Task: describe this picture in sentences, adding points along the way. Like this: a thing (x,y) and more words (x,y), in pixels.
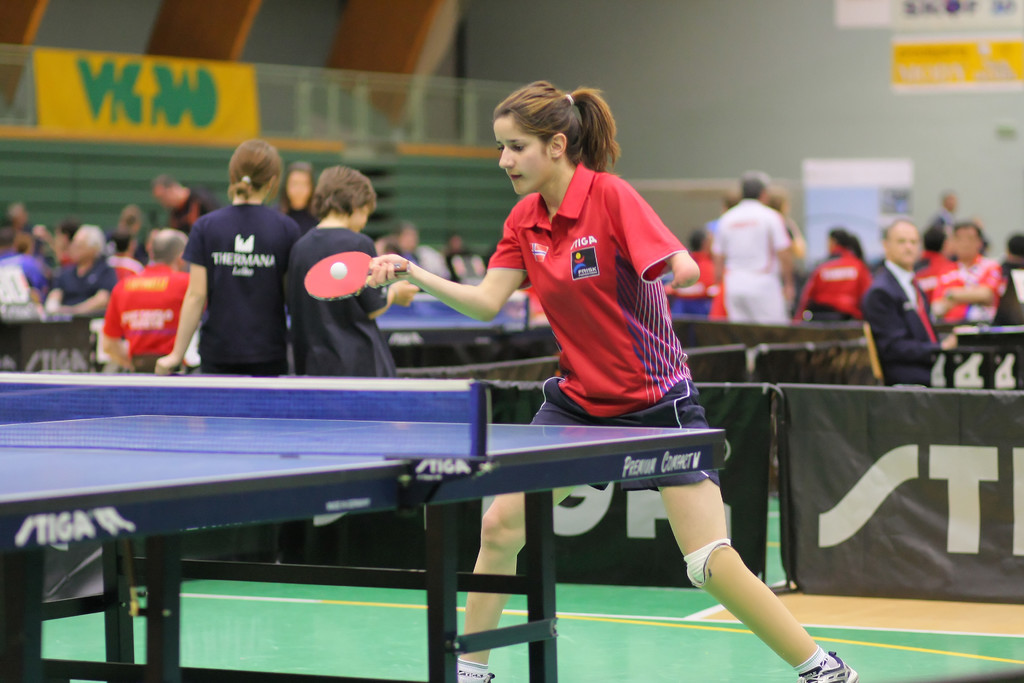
In this image there are group of people (378,251). There is a woman (591,271) with red t-shirt (599,349), she is holding bat (322,269) with her right hand (384,281) and she is playing table tennis. At the back (965,353) there are hoardings (1008,391), tables (1016,335) and chairs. This is the picture inside of the stadium (139,193).
